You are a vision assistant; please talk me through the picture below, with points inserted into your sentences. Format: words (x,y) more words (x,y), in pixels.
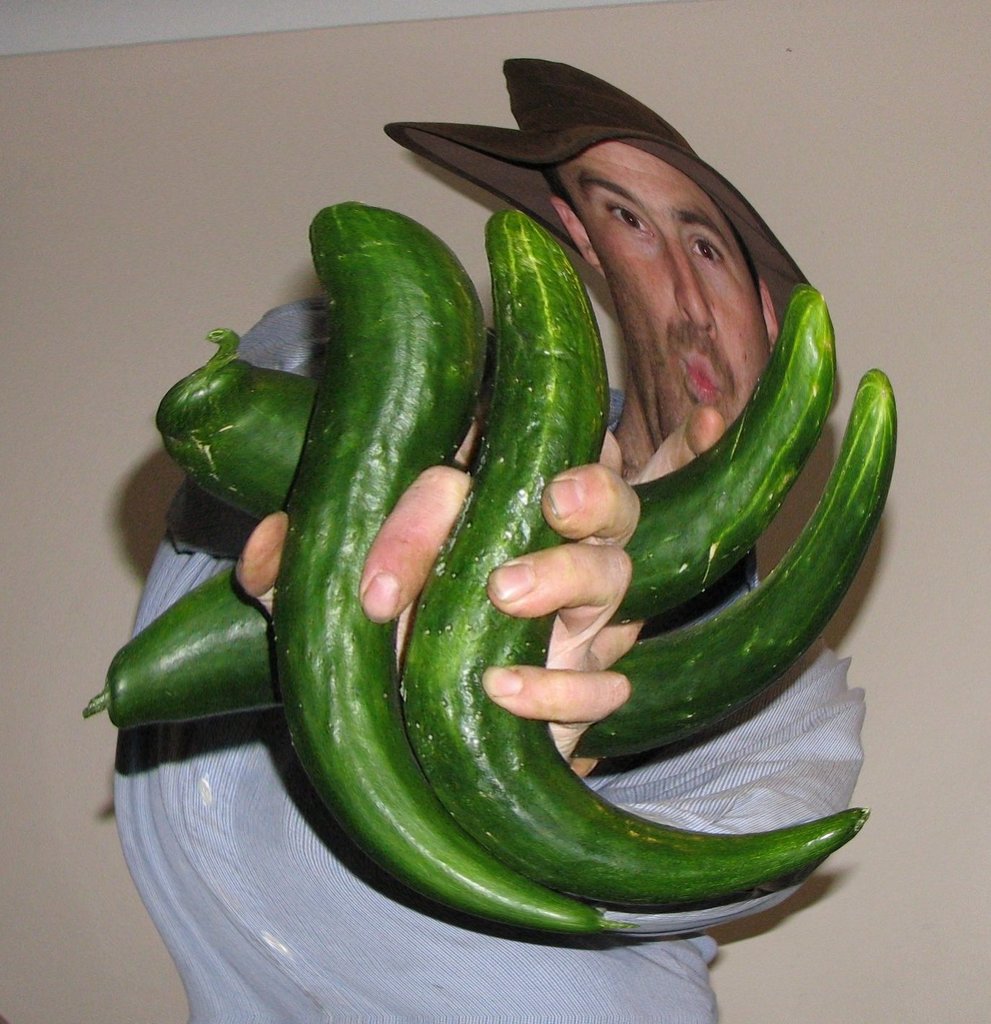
In this image I can see a person (716,400) holding few green color vegetables (498,426). He is wearing white dress (141,802). Background (187,101) is in cream color.
